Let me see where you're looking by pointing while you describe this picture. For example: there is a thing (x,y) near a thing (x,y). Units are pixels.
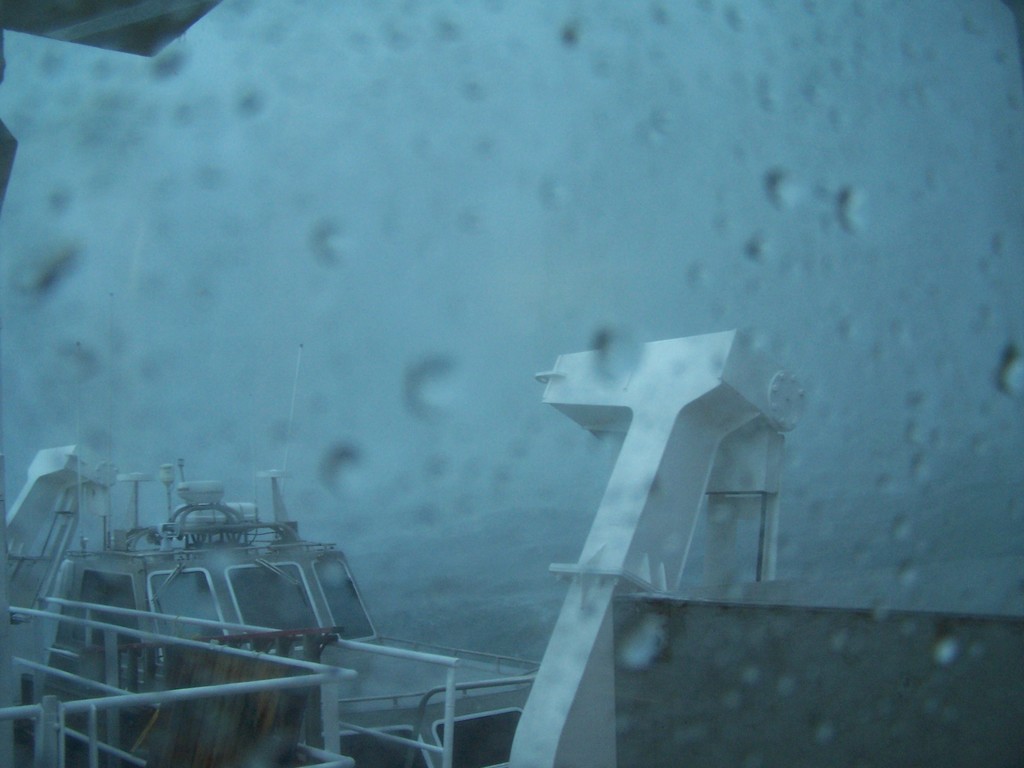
In this image we can see ships (906,640) on the water (497,559) and sky (442,298).
